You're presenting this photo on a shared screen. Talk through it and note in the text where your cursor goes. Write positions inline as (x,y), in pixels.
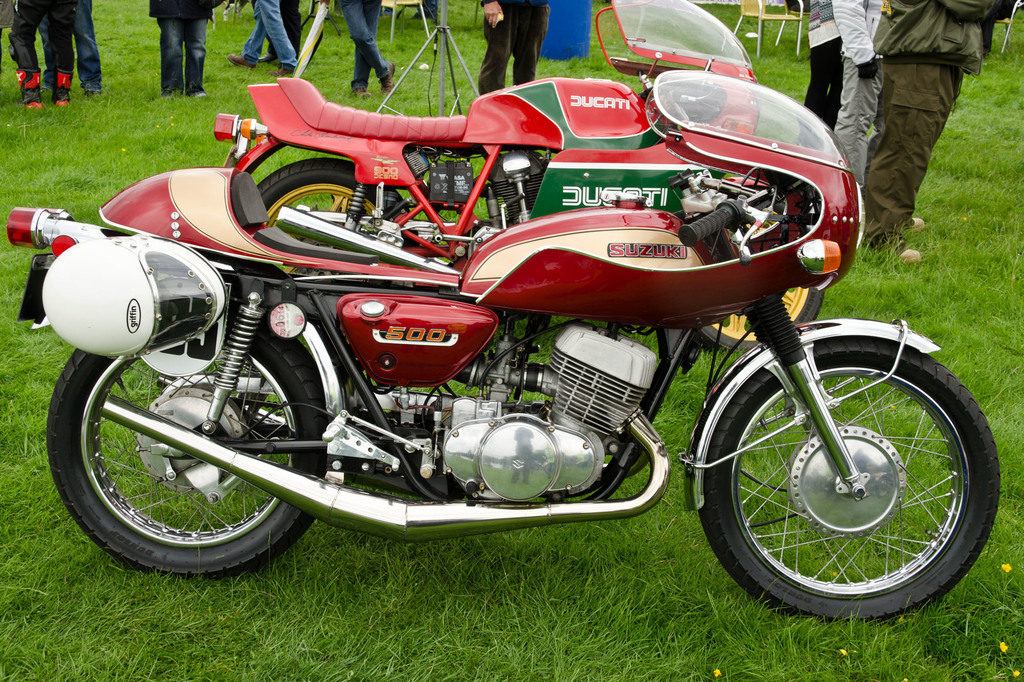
This image is clicked outside. There is grass (28,145) in this image. There are so many persons (851,37) standing at the top (536,21). There is a bike (452,346) in the middle (452,346).
